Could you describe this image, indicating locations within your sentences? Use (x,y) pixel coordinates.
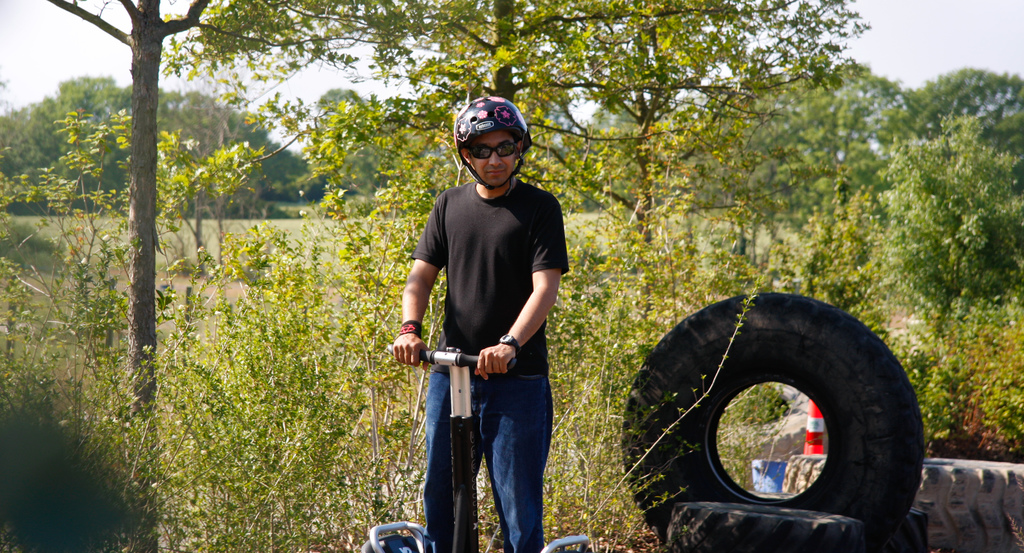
In this picture we can see a man (496,319) with a scooter (465,463). On the right side of the man (432,500), there are tyres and an object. Behind the man (414,283), there are trees (329,157) and the sky (368,88).
